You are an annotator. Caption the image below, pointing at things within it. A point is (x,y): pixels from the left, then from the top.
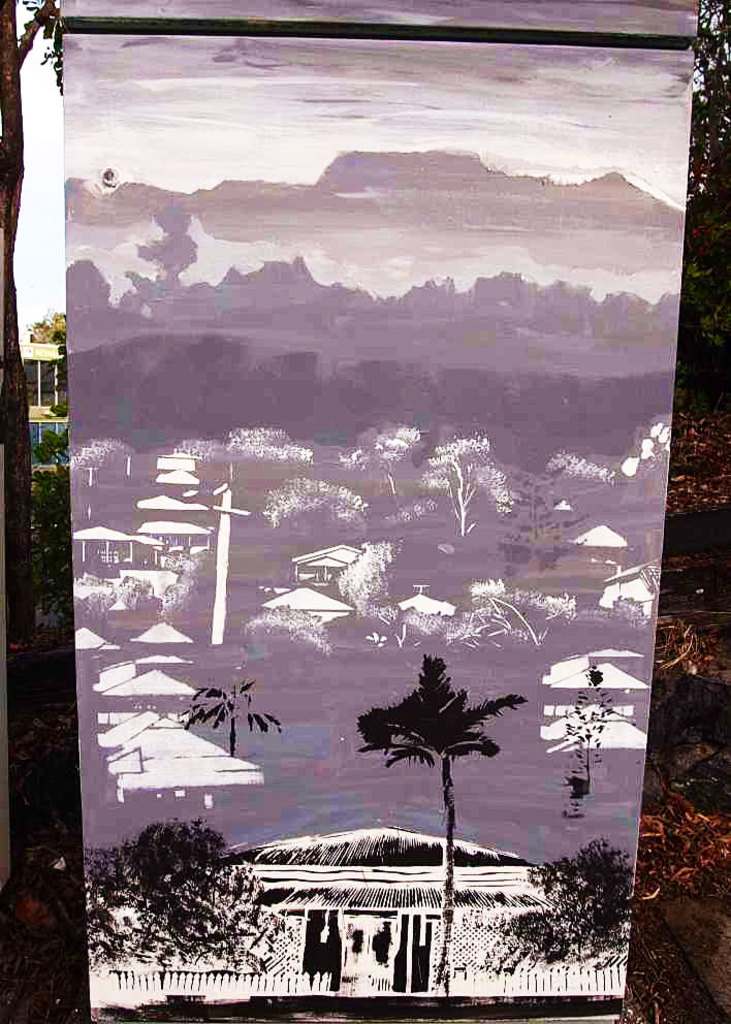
In this picture we can observe some trees (128,920) and houses (311,609). There is a pole (226,551) here. In the background (334,236) there are hills (535,211) and a sky (274,90) with clouds (314,65).
